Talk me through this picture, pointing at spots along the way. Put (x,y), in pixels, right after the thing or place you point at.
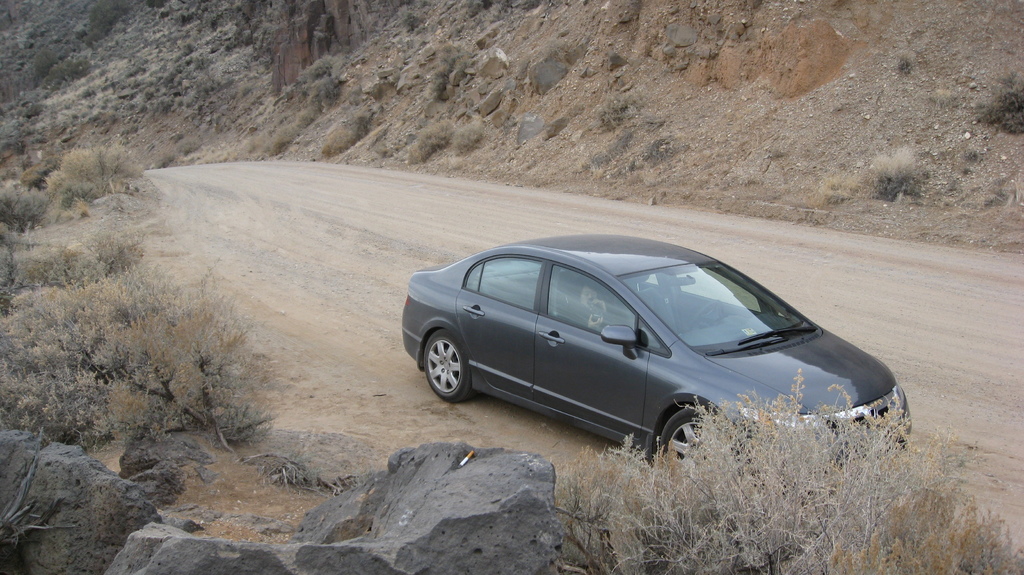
In this image I can see the car (631,401) in gray color and I can see the person (585,300) sitting inside the car (635,385), background (45,85) I can see few trees (9,216) and I can see few stones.
